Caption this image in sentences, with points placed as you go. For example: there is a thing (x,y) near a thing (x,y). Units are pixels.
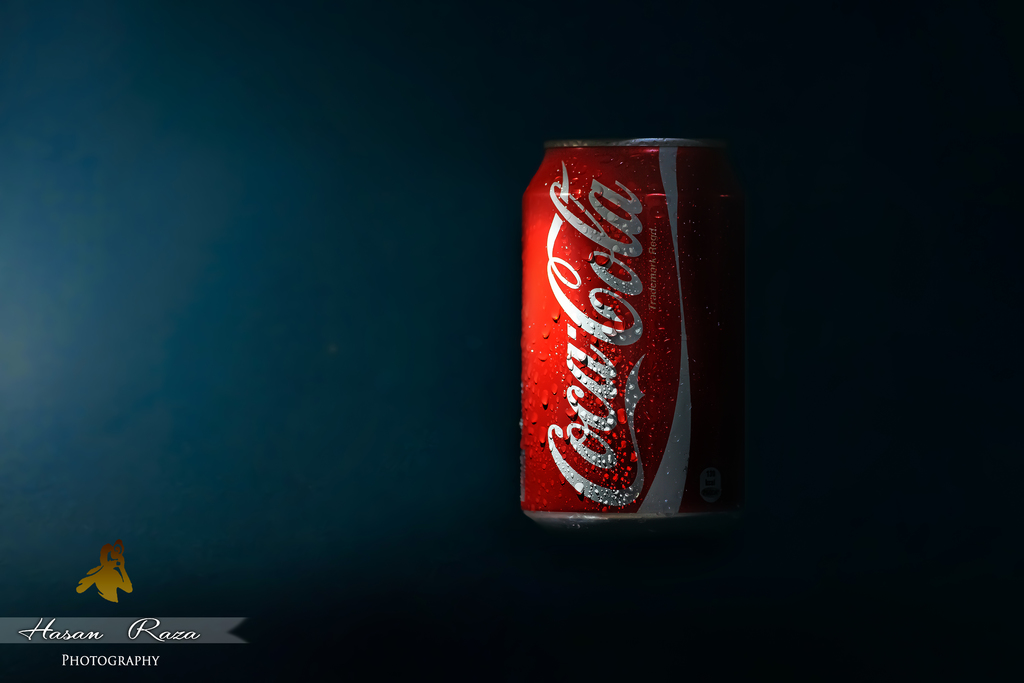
In the center of the image (626,285) there is beverage tin (664,394).
